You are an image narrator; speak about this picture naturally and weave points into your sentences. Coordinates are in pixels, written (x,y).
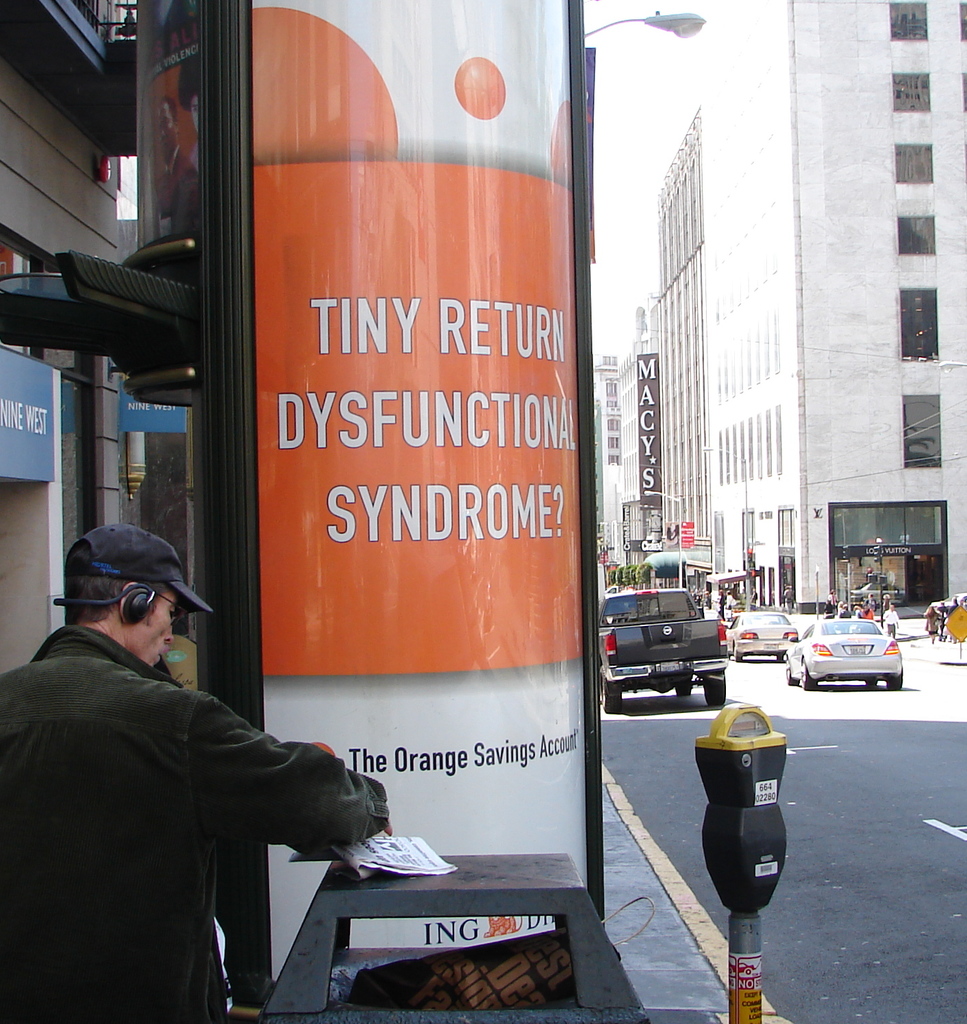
In this image there is a road (834,714) on which there are vehicles (800,641), Beside the road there are tall buildings (726,354). On the left side (210,712) there is a man (155,759) standing on the footpath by keeping his hand (388,811) on the dustbin (482,874). In front of him there is a big hoarding (421,302). On the footpath (698,972) there is a parking meter (706,831) and a street light (669,30).
